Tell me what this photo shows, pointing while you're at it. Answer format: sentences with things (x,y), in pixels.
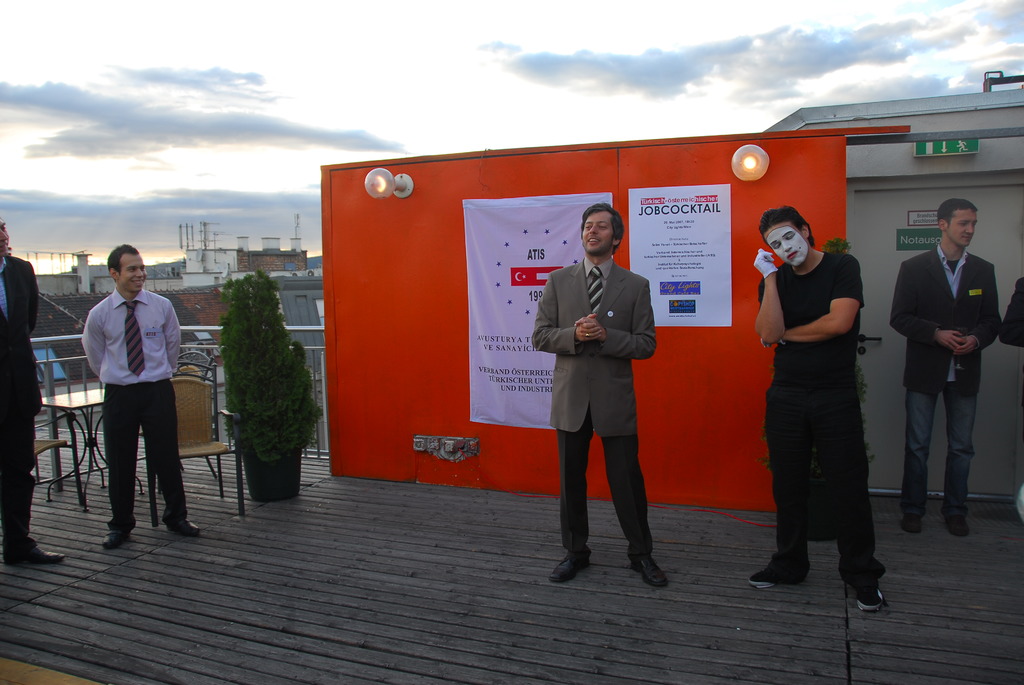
In this picture I can see few people (975,231) are standing on the wooden surface (325,639), among them one person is talking, we can see a board (455,292) on which we can see a banners (683,261), side we can see potted plant (272,412), chairs (220,411), tables (83,424), behind we can see some buildings (223,289).
